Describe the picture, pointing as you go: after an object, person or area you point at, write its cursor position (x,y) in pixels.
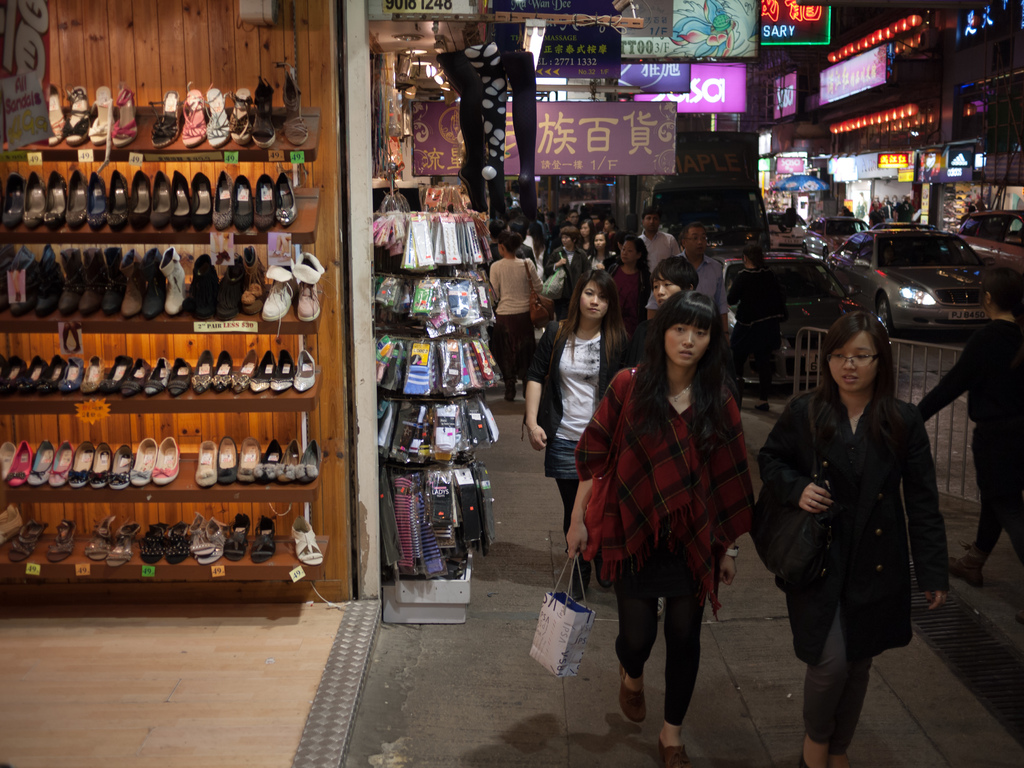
In the center of the image (634,426) we can see people (843,470) walking and there are vehicles (839,288) on the road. There is a fence (917,363). On the left (290,291) we can see footwear (128,203) placed in the stand (140,336). In the background (555,174) there are buildings (792,128) and we can see boards (671,76). There are socks (441,487) placed in the stand (435,398).
